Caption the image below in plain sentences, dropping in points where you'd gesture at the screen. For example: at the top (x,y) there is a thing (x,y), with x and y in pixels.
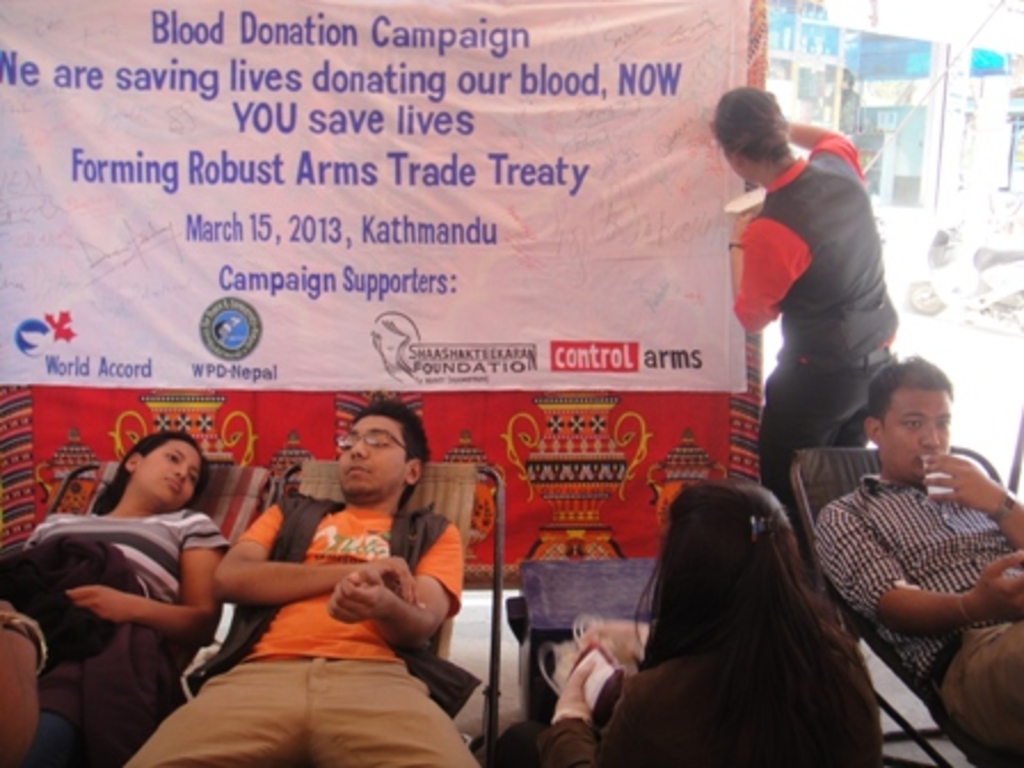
In the image we can see three persons (402,630) are lying one is sitting and one is standing. This is a poster (263,185). There are even buildings (926,87) and a vehicle (948,236).
